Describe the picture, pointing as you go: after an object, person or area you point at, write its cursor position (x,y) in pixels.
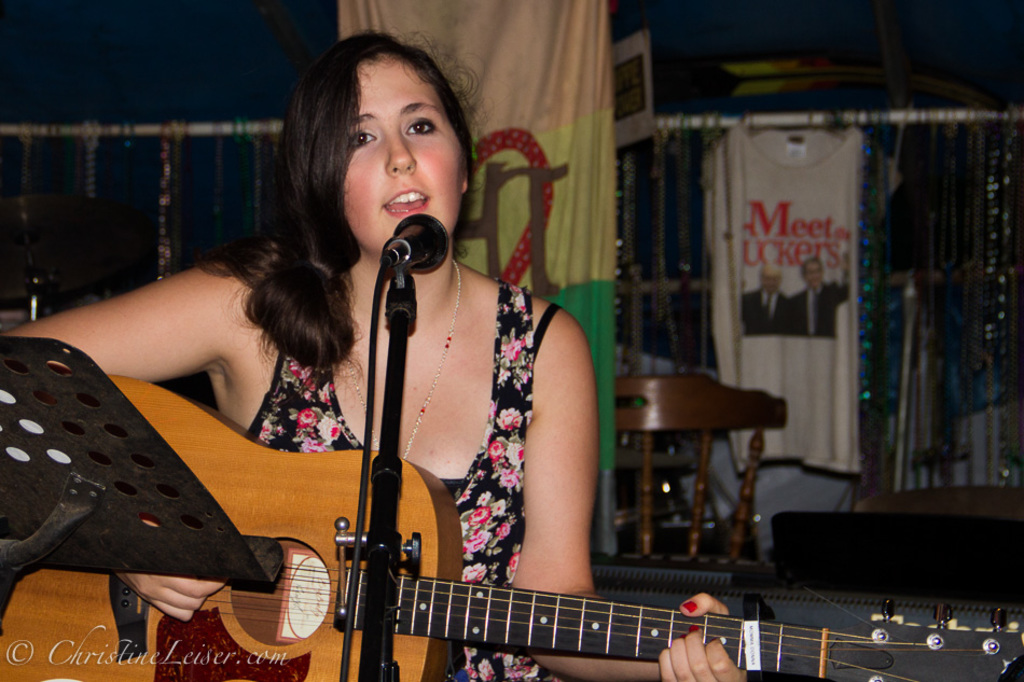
This is the picture of a woman (513,664) sitting on a chair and holding a guitar (305,607) and singing a song. In front of the woman (413,274) there is a microphone (401,232) with stand (381,478). Behind the woman (479,398) there is a chair (636,426), t shirt (764,318), banner (568,184) and the fencing (875,238) is decorated.
